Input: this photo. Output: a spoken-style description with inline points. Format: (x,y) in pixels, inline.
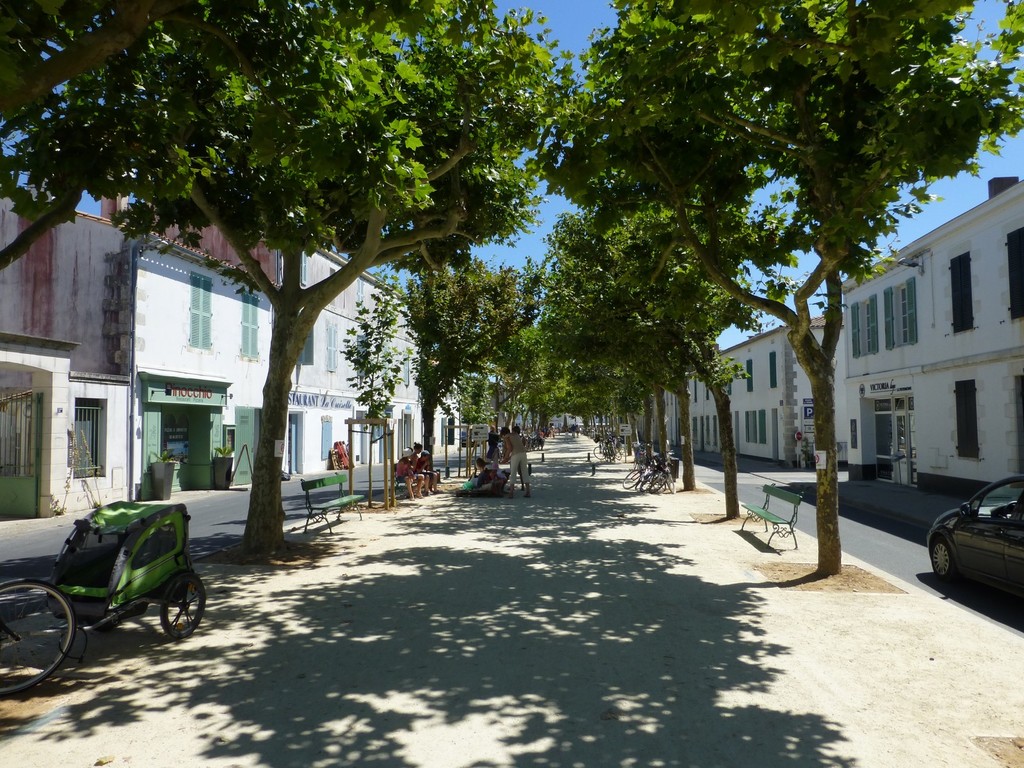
In the middle of the image (545,326) we can see some vehicles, bicycles (620,450), benches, trees (690,440) and few people (487,444) are standing and sitting. Behind the trees (611,275) there are some buildings (30,320). At the top of the image (549,225) there is sky (533,219).
